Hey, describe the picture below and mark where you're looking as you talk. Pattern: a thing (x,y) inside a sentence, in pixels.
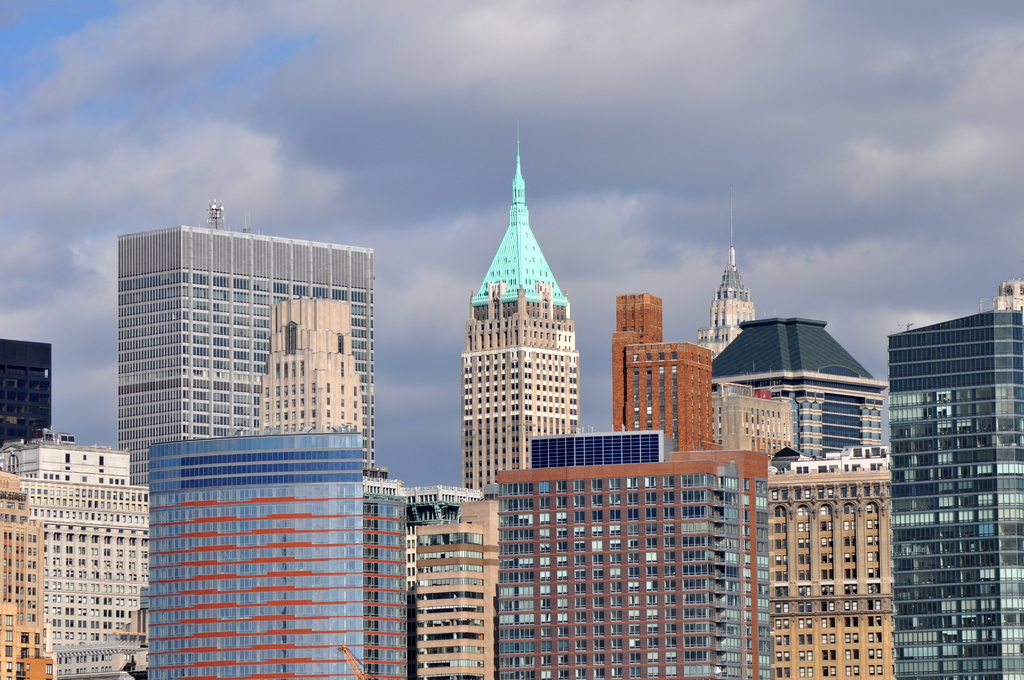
In this image there are big buildings (202,410), in the background (74,131) there is a cloudy sky (390,74).
